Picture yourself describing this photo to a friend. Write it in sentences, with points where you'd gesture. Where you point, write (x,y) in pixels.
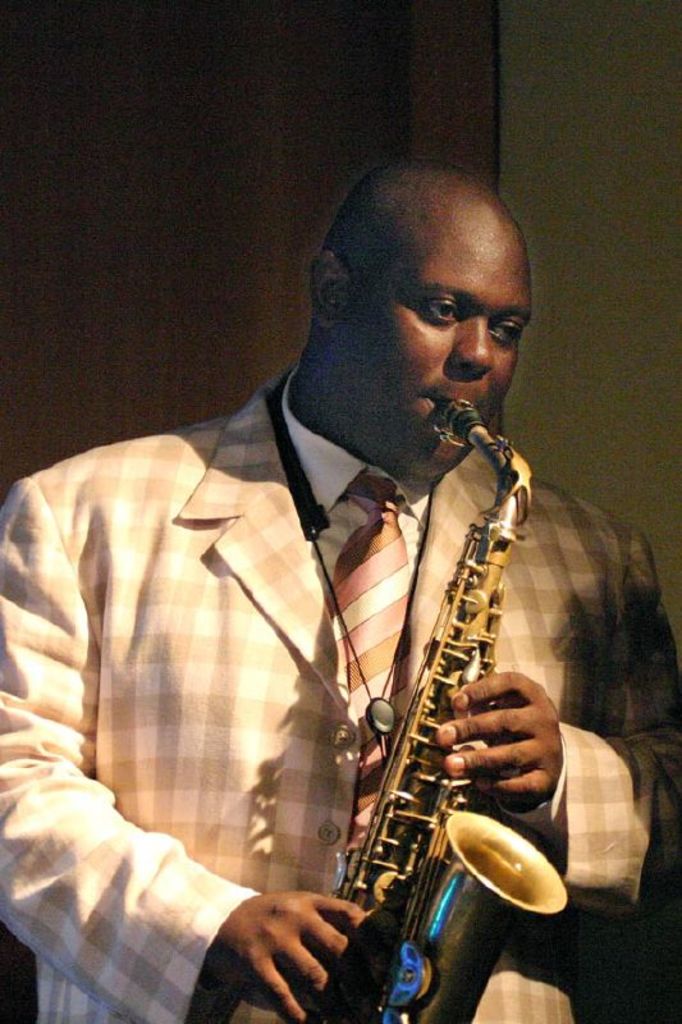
In this image I can see a man (183,471) wearing a suit (172,609) and playing a musical instrument (421,867). In the background (408,106) there is a wooden plank (173,222) and a wall (574,147).
